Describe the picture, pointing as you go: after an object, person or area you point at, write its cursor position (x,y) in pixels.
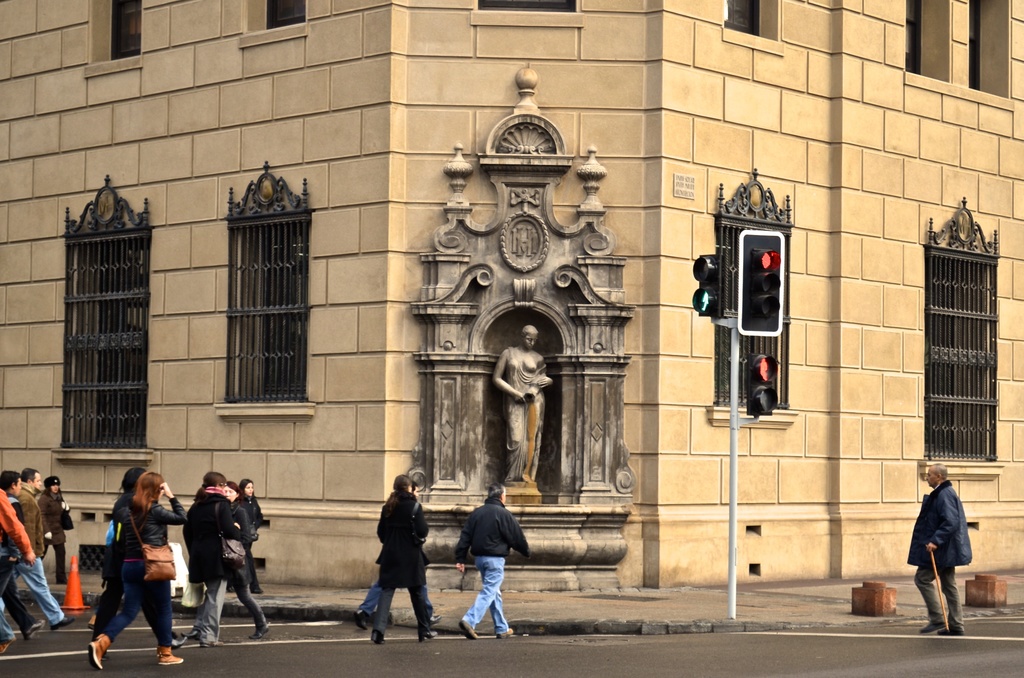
In the picture we can see building (948,95) with windows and a sculpture of a woman (533,486) to it and near it we can see a path (718,591) with traffic light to the pole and on the road (765,673) we can see some people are walking holding a bags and beside the traffic light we can see one man (946,555) walking holding a stick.
